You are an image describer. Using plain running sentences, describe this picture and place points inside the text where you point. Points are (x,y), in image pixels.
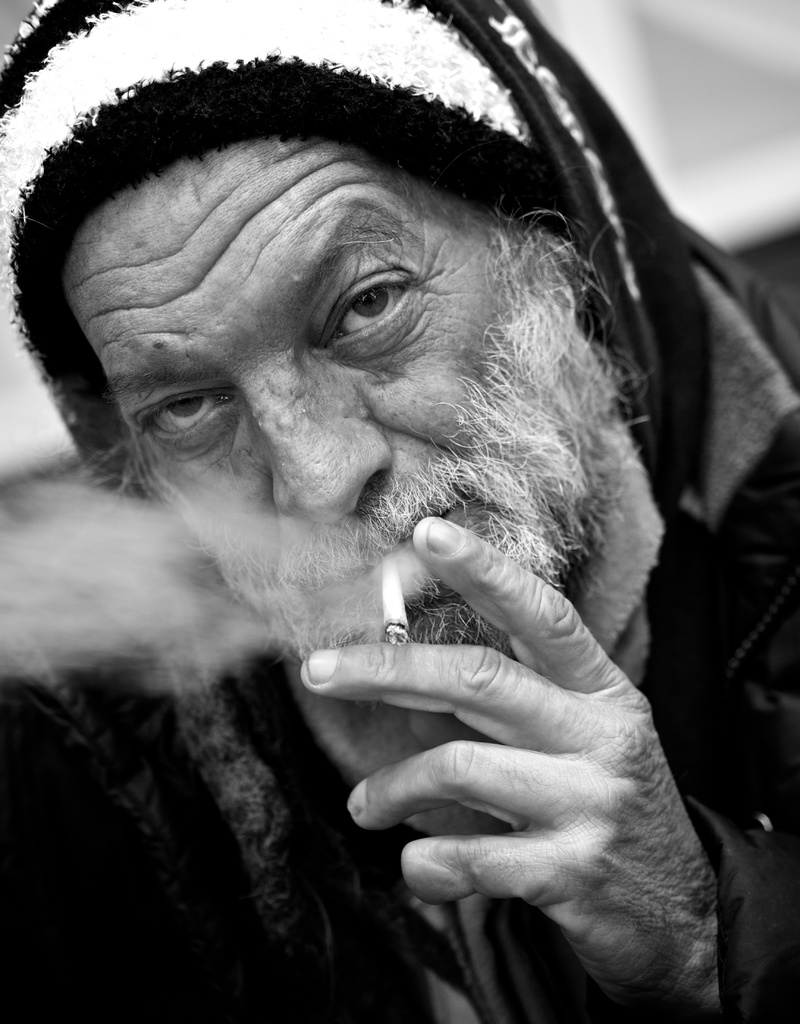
In this Black and white picture i can see an old man (323,483) wearing a jacket (106,758) and a cap (77,123). He is smoking a cigarette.
